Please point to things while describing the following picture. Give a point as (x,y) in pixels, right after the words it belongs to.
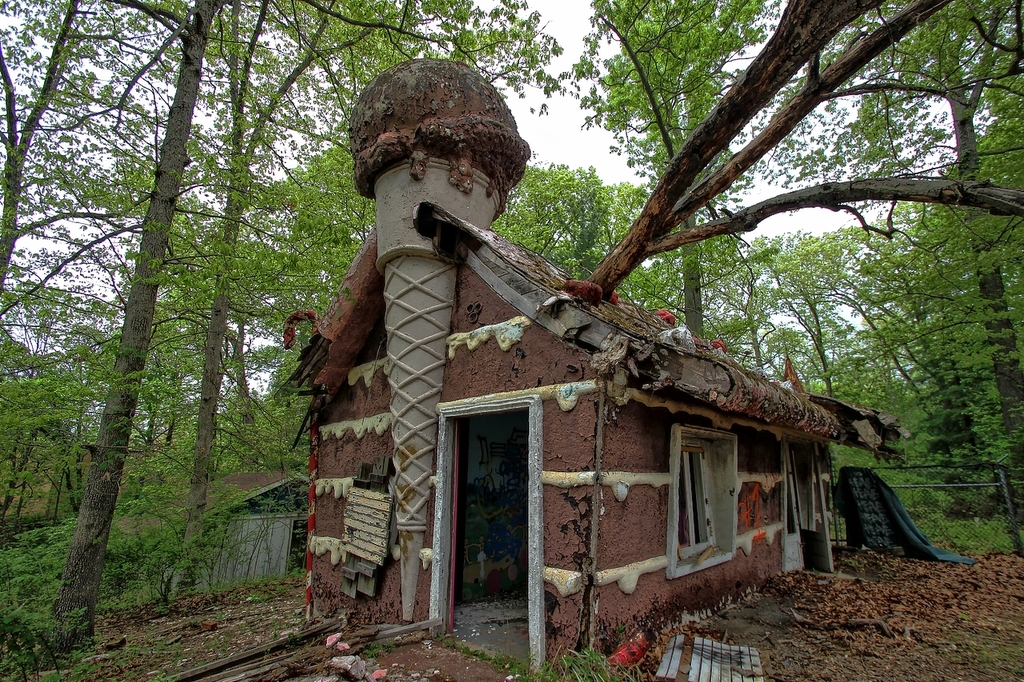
In this picture we can see sheds (597,497), dried leaves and some objects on the ground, here we can see a fence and trees (381,22) and we can see sky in the background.
